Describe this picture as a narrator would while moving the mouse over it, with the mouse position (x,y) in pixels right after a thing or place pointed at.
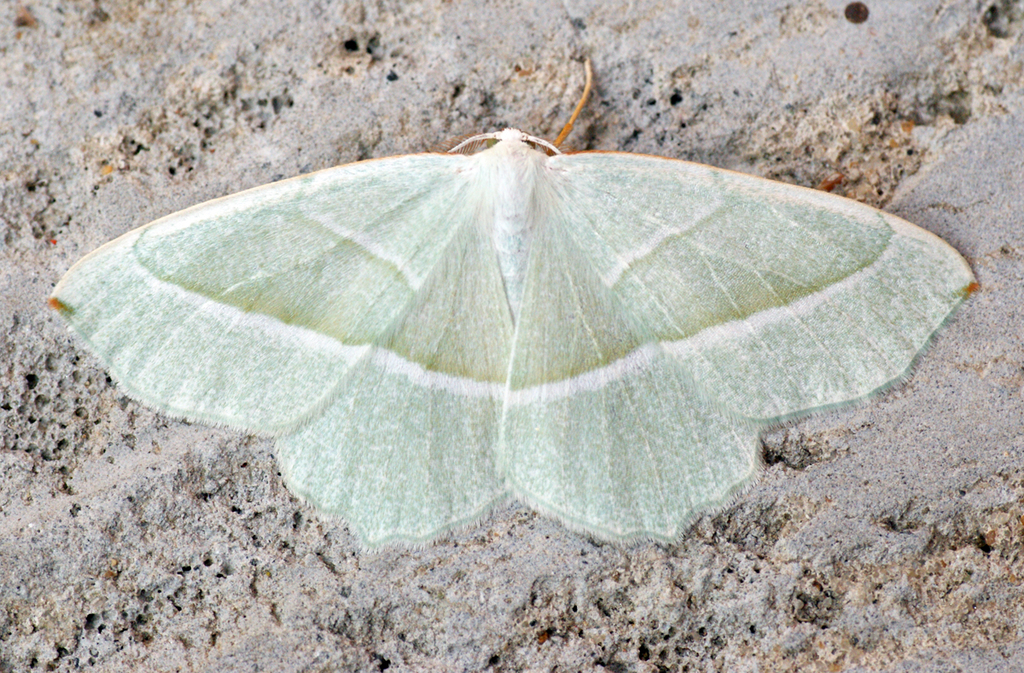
In this image, we can see a moth (518,283) which is on the surface (715,96).
